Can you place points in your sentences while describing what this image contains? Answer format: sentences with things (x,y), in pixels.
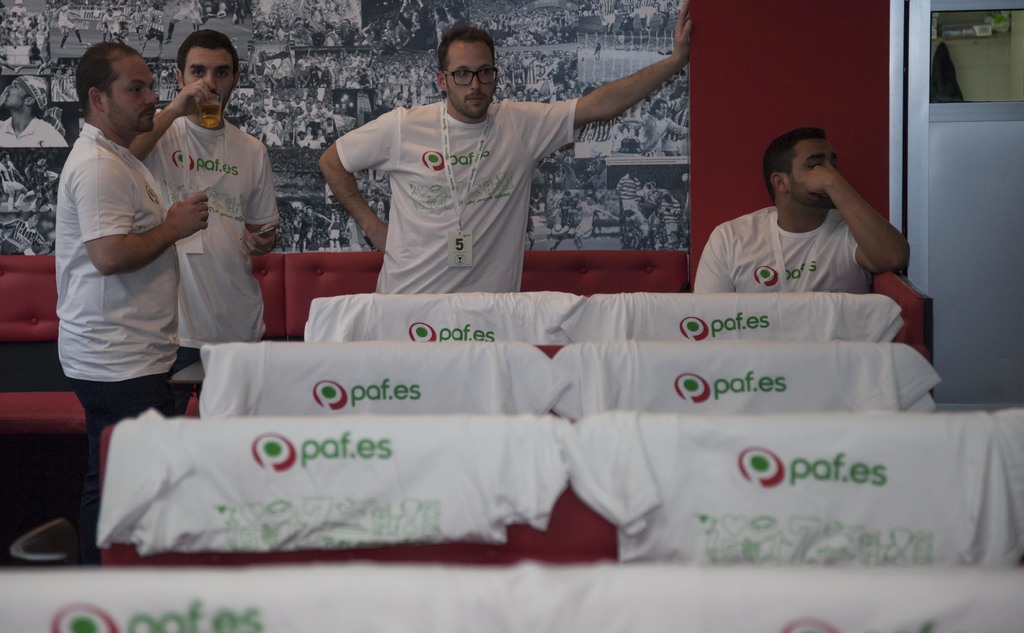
In this picture we can see three men (426,190) standing a man (773,237) sitting, we can see a couch (281,266) in the background (49,389), there are some clothes (543,473) in the front (734,422), a man (211,175) in the middle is drinking something, in the background (539,46) there are some photos (44,133).
